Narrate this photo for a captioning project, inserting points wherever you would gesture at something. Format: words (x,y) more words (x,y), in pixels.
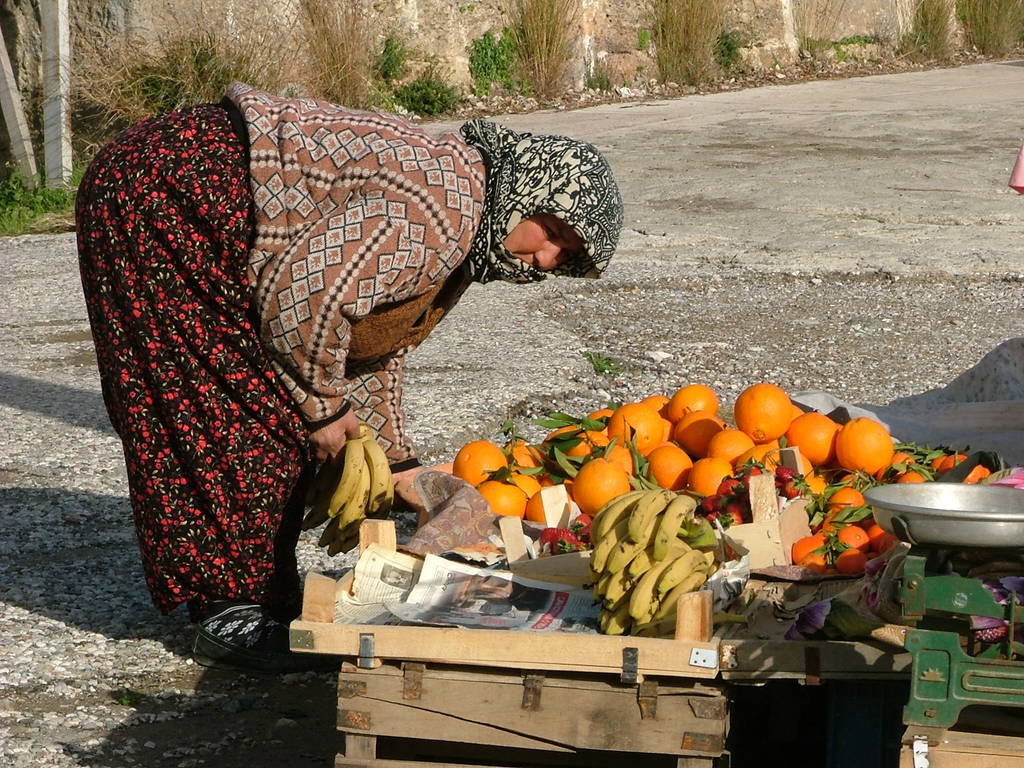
In this image there is a woman (269,284) bending forward. In front of her there are wooden baskets (526,661). There are papers (462,572) and fruits (653,470) in the baskets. There are oranges (676,465) and bananas (666,510). To the right (924,607) there is a weighing machine (944,653) on the basket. There is a bowl (963,507) on the weighing machine (1023,679). Behind her there is a road (666,195). In the background (161,65) there are plants (438,82).
